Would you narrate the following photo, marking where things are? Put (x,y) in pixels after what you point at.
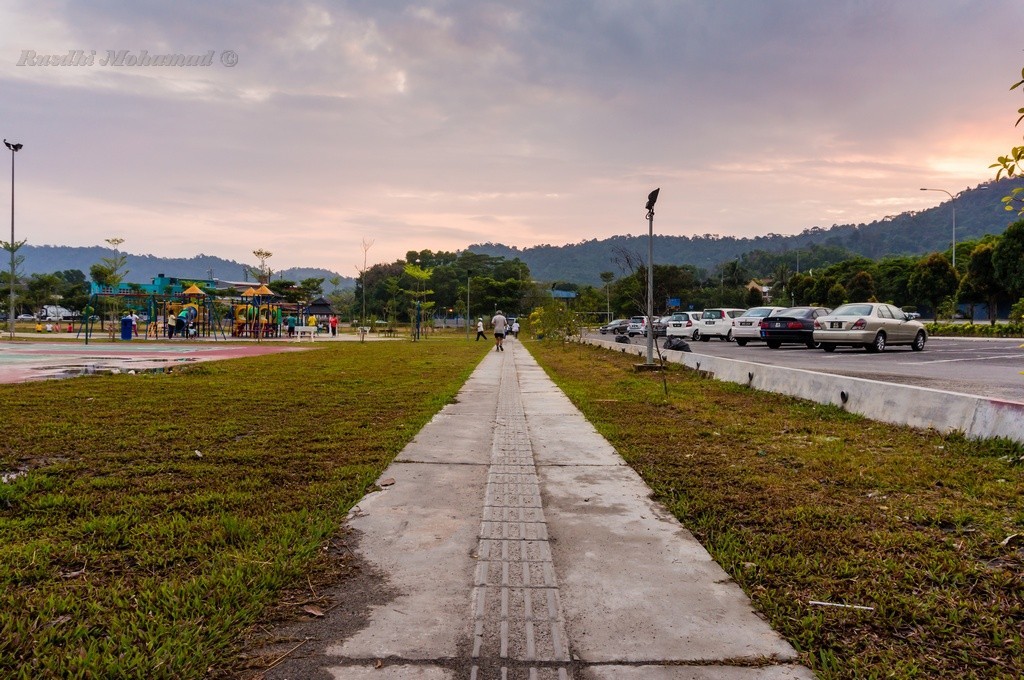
In this image in the middle (561,442) there is a path (527,521). On both side there are grassland (840,429), road (859,357). On the road (921,370) few cars (840,314) are parked. In the path (514,364) people (503,332) are walking. In the left (189,323) few people (174,320) are there. In the background (285,286) there are trees (670,286), hills (930,224). The sky (479,1) is cloudy.
